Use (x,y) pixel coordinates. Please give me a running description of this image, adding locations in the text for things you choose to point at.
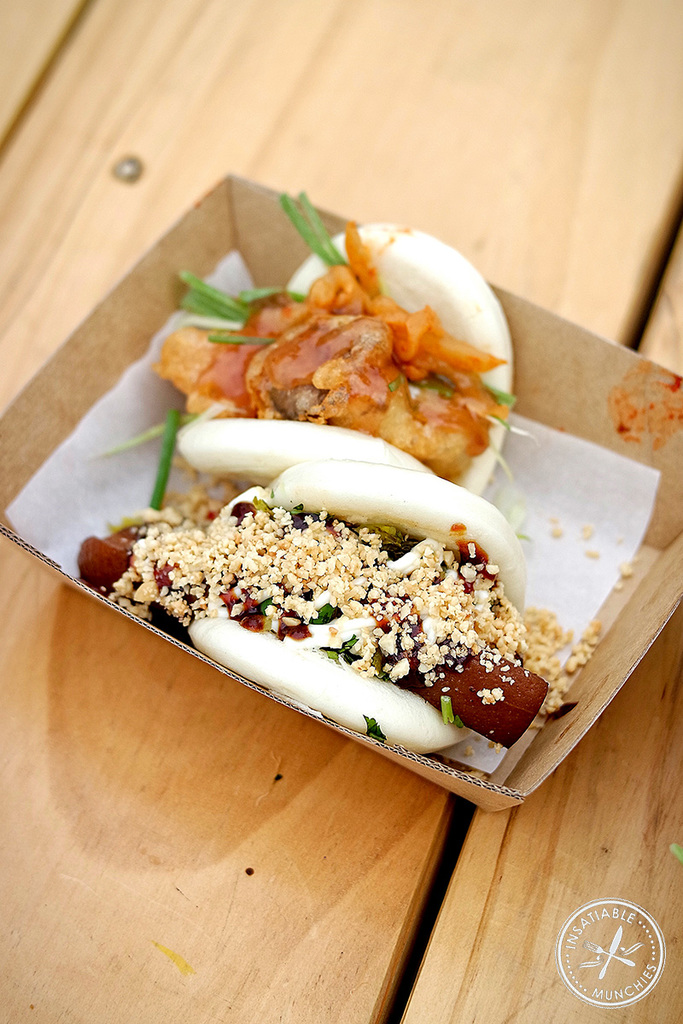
In this image we can see some food (412,701) in a cardboard sheet (644,570) which is placed on the table (554,1013).
